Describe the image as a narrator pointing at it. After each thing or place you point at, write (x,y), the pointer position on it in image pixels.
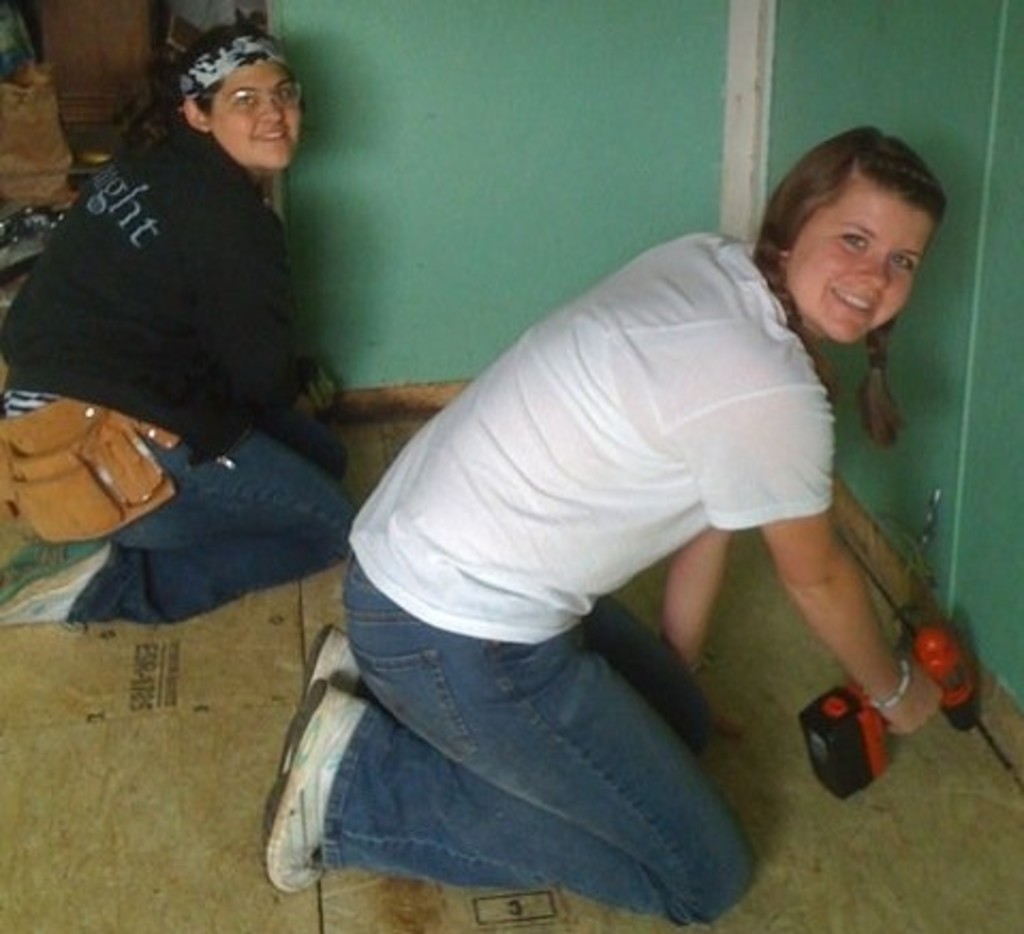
In this picture there are two girls (676,594) wearing white and black color t-shirt (535,496), sitting on the ground (767,658) and repairing the wall (1019,681) with red color tool (874,741). Behind there is a green color wall (720,58).
